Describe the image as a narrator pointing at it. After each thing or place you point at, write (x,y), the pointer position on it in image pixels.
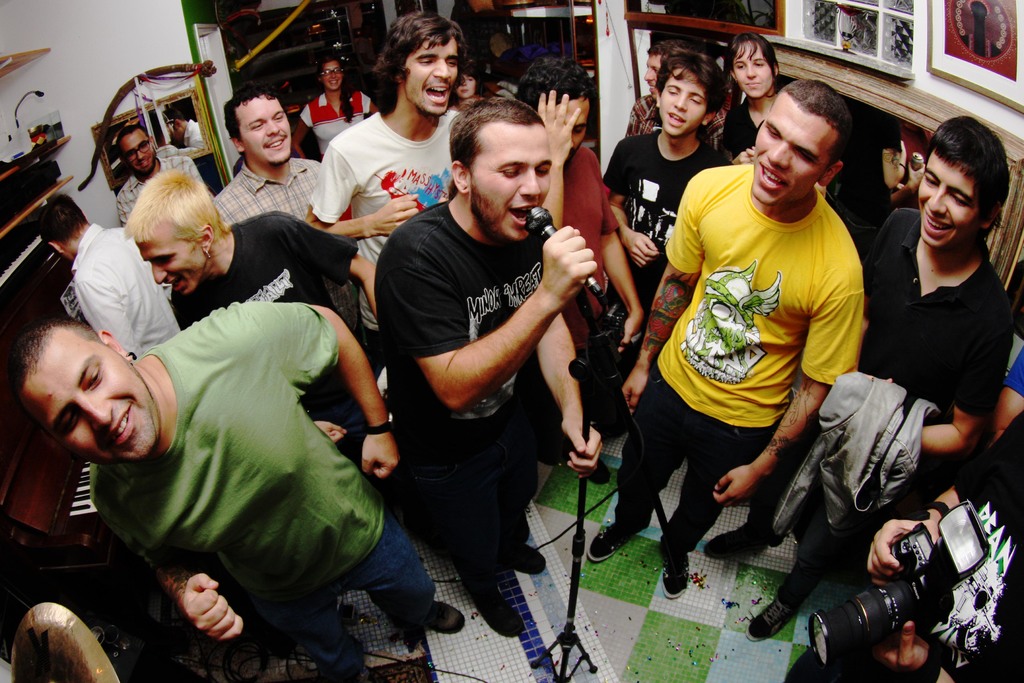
In the center of the image (528,325) we can see a man (468,270) is standing and singing and holding a mic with stand (573,600). In the background of the image (595,233) we can see some people (779,365) are standing and some of them are singing. On the right side of the image (970,166) we can see a man (941,163) is holding a cloth (911,441) and another man (939,503) is holding a camera (931,603). On the left side of the image (15,223) we can see a piano (79,474), shelves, photo frames (181,108), wall (69,104). In shelves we can see some objects (24,180). In the background of the image (157,38) we can see the wall (919,46), boards (940,52), cupboards (557,23) and other objects (504,52). At the bottom of the image (801,627) we can see the floor (705,582).
